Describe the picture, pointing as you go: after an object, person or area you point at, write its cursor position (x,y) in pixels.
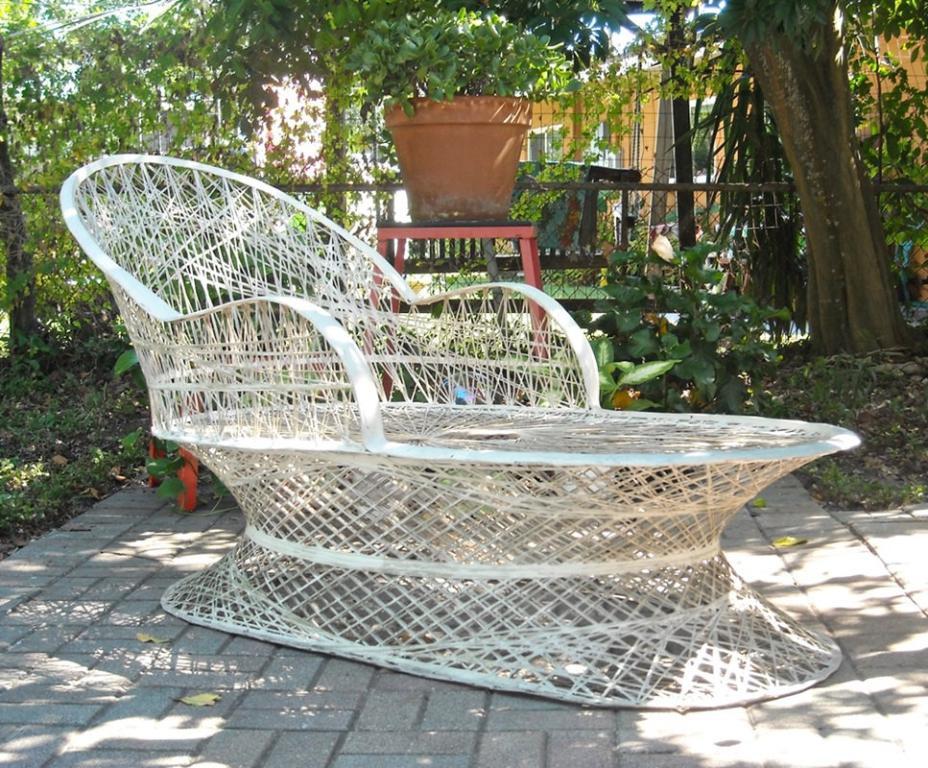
In the image we can see a chair (478,358), here we can see the grass (65,423), plant pot (462,162), mesh (683,241) and the tree trunk (806,198). It looks like there is a house (652,127).
